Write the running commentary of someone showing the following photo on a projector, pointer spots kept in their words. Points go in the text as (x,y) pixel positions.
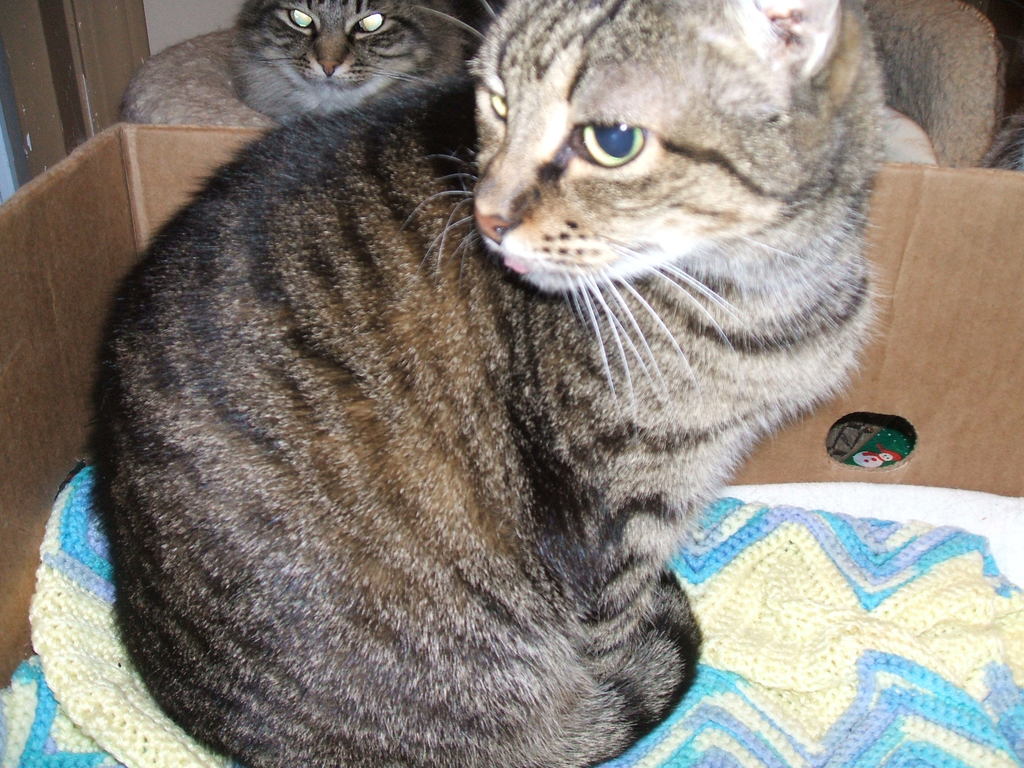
In the foreground of the picture (29,458) there is a box (981,403), in the box (964,299) there are clothes (681,725) and a cat (243,274). In the background (280,54) there is a cat (302,54) on the couch (937,63). On the left (105,33) there is a wooden object (69,49).
